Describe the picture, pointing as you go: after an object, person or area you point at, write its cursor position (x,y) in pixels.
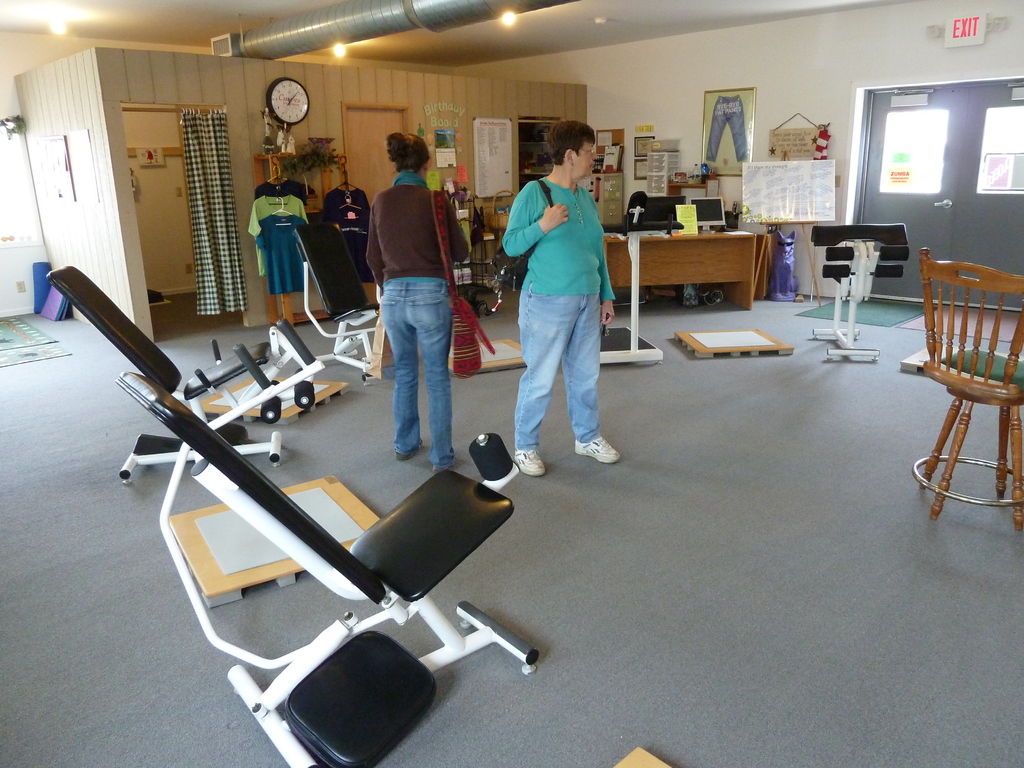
There are two persons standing on the floor (775,627). Here we can see a chair (970,342), table (741,278), monitor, board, clothes (275,278), curtain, door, frames (746,118), and a clock (293,104). This is floor (182,626). There are lights (338,53) and this is wall (671,51).
